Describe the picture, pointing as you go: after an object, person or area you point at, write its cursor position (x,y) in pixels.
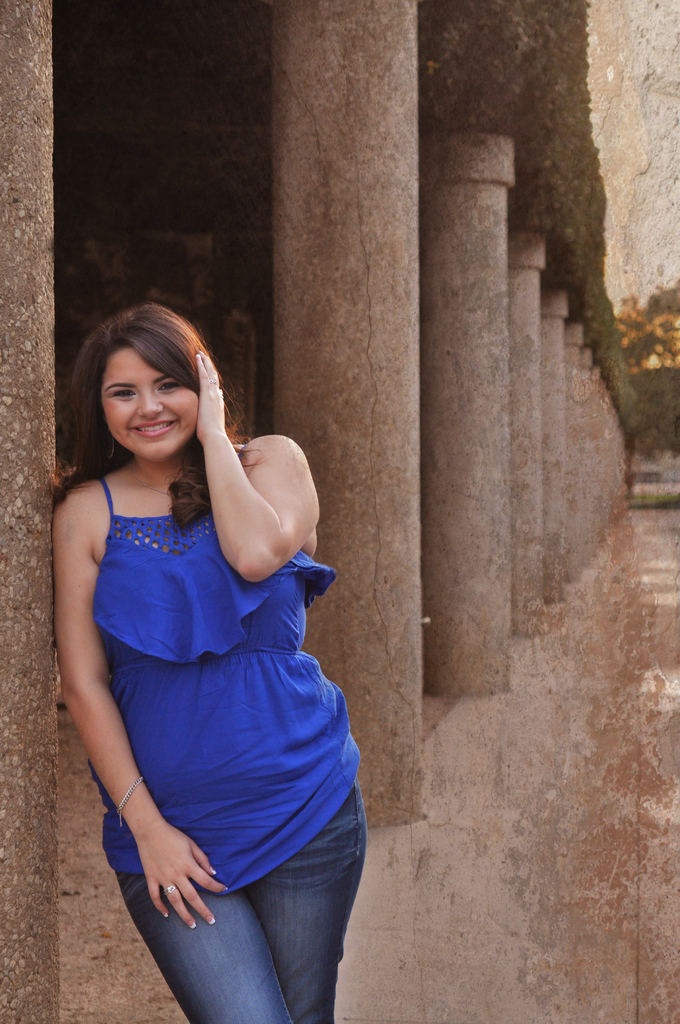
In this image, at the left side (160,355) we can see a woman (296,636), she is wearing a blue color dress (198,722), she is smiling, we can some pillars (436,388).
